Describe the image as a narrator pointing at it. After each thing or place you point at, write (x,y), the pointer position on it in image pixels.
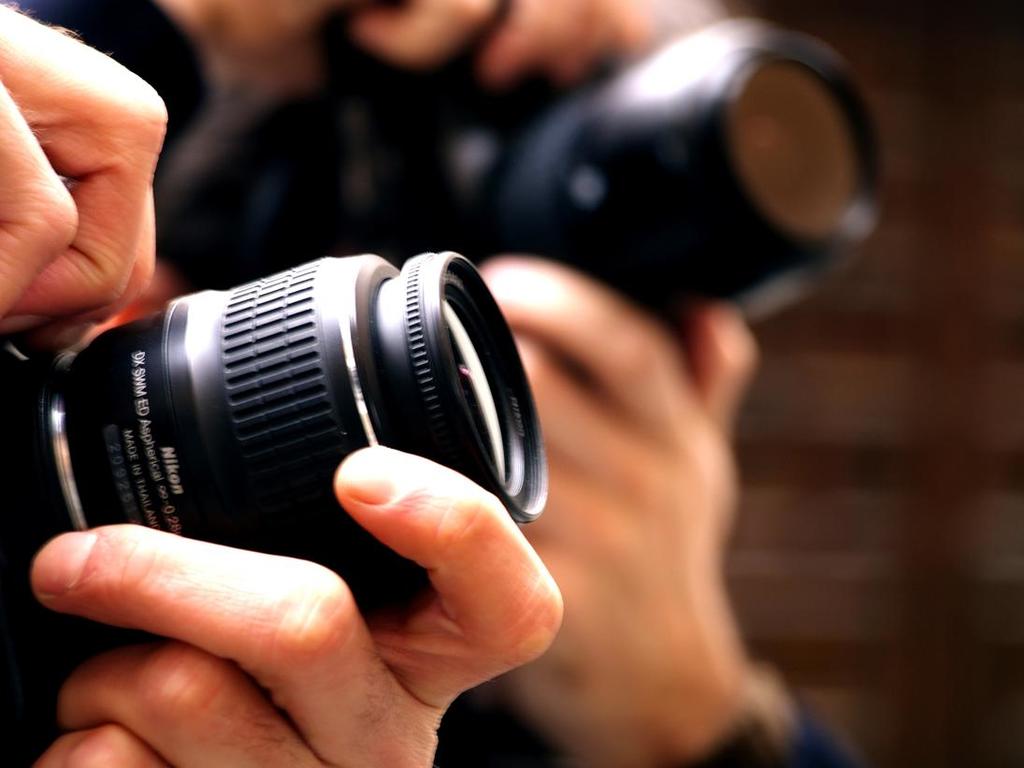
As we can see in the image there are two people (43,72) holding cameras (458,309) in their hands (398,754) and the background (999,158) is blurred.
